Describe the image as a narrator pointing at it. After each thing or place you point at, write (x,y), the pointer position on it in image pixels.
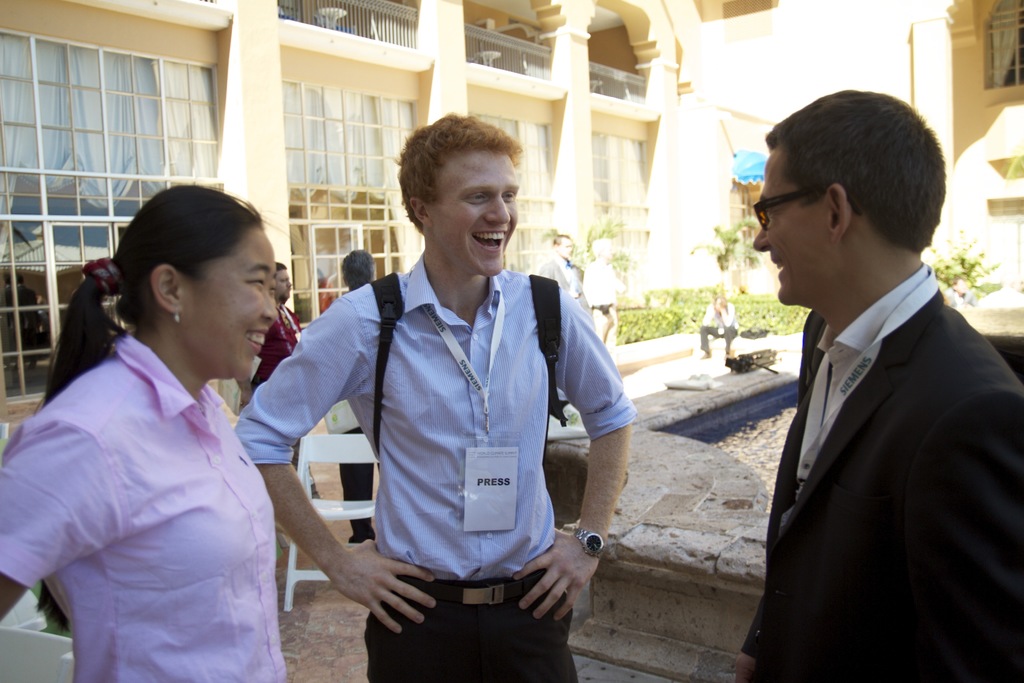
In this image there are two men (502,386) and a woman (161,393) standing. The man (443,373) in the center (445,327) is wearing an identity card (500,484). He is also wearing a bag (392,328). They are smiling. Behind them there are chairs (20,607) and a few people (357,296). In the background (475,98) there are buildings (502,89). There are glass windows (337,107) and railings (480,36) to the building (575,129). In front of the building (676,285) there are hedges (694,305). To the right (759,423) there is the water (771,435) behind the man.
